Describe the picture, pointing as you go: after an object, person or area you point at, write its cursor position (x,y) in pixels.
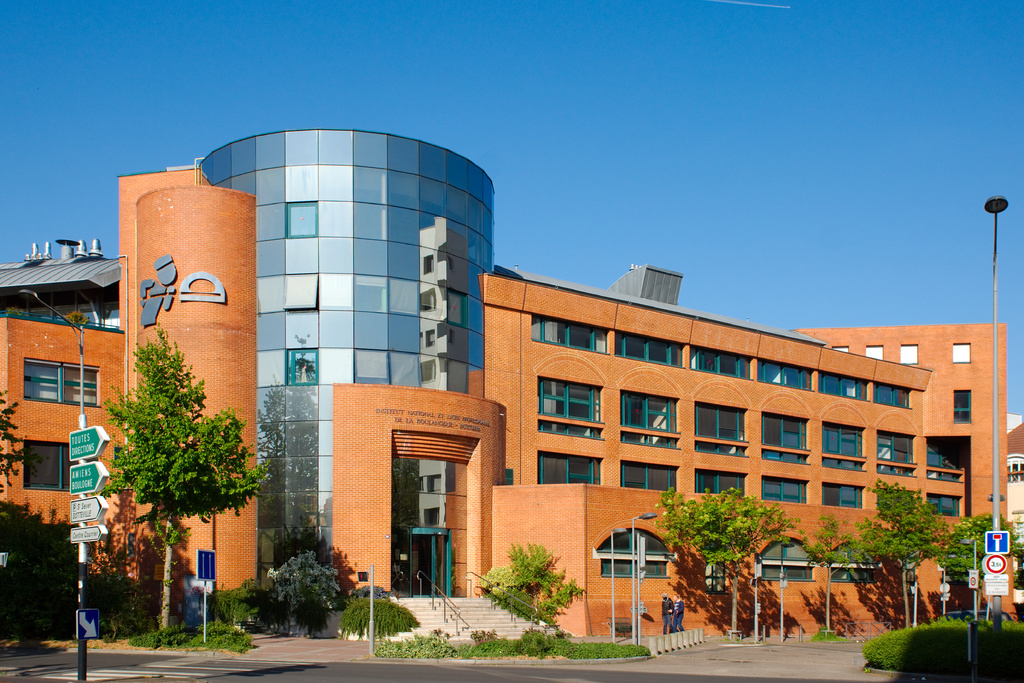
In this picture we can see a building (712,439) here, there are some trees (729,523) here, we can see stairs (459,609) here, there is a pole (999,519) and boards (996,558) here, we can see the sky (579,98) at the top of the picture (560,87), on the left side (90,503) there are direction boards (99,517), we can see bushes (894,645) here.
